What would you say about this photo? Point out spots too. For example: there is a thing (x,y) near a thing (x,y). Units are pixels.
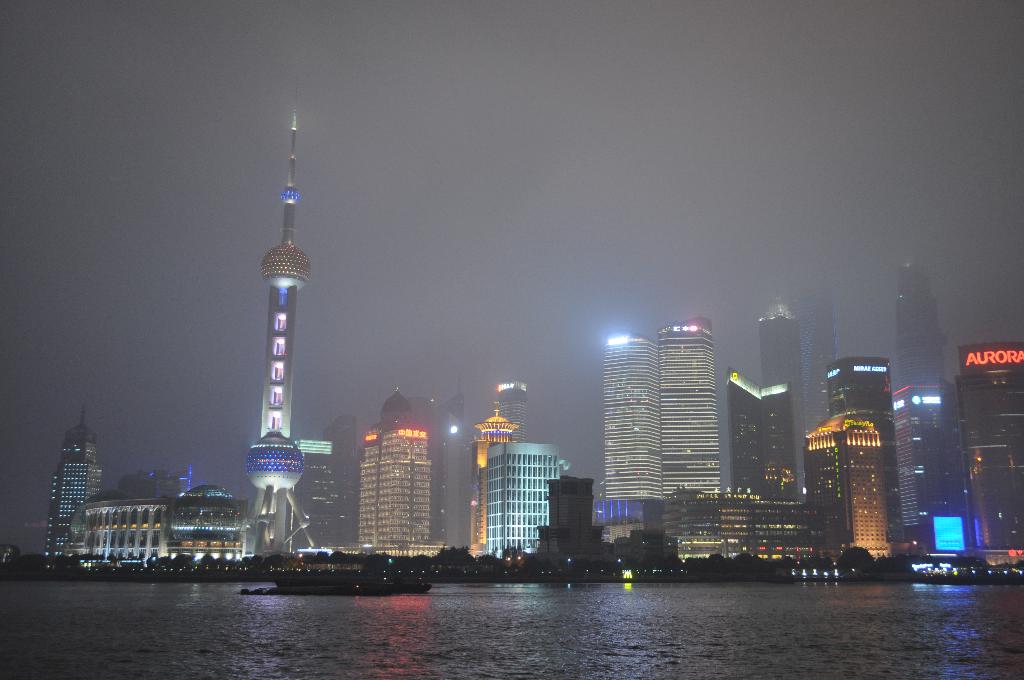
In the picture I can see water (344,623), there is a ship (271,590) and in the background of the picture (431,443) there are some buildings (490,454) and dark sky (607,229).
